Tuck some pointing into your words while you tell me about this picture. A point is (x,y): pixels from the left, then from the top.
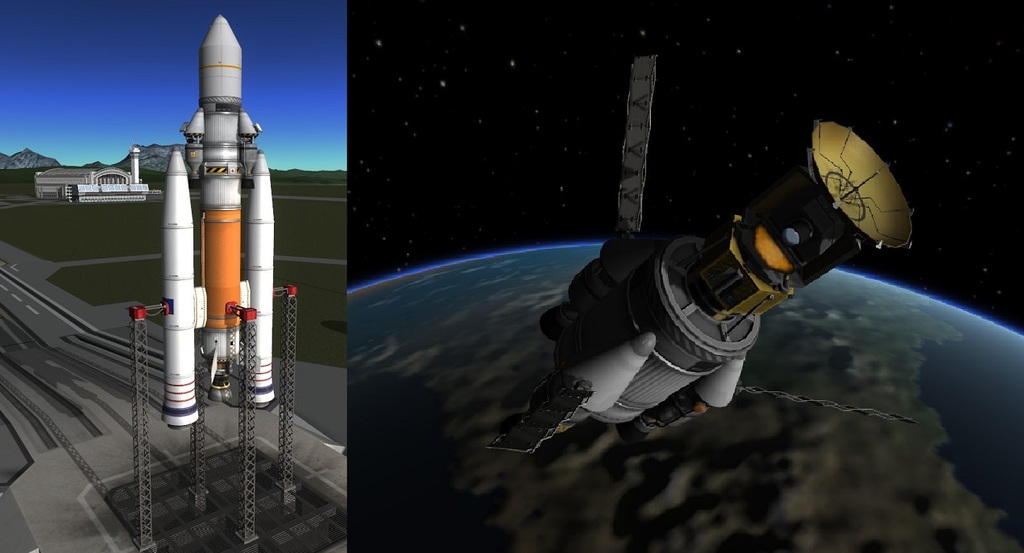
In this picture I can see collage images. On the right (775,210) image I can see the depiction of a satellite (566,346), a planet (540,258) and the sky (548,100). On the left (260,91) image I can see the depiction of a rocket (184,199), rods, path (16,261), a building (55,194), grass (75,220), mountains (5,162) and the sky (164,102).
